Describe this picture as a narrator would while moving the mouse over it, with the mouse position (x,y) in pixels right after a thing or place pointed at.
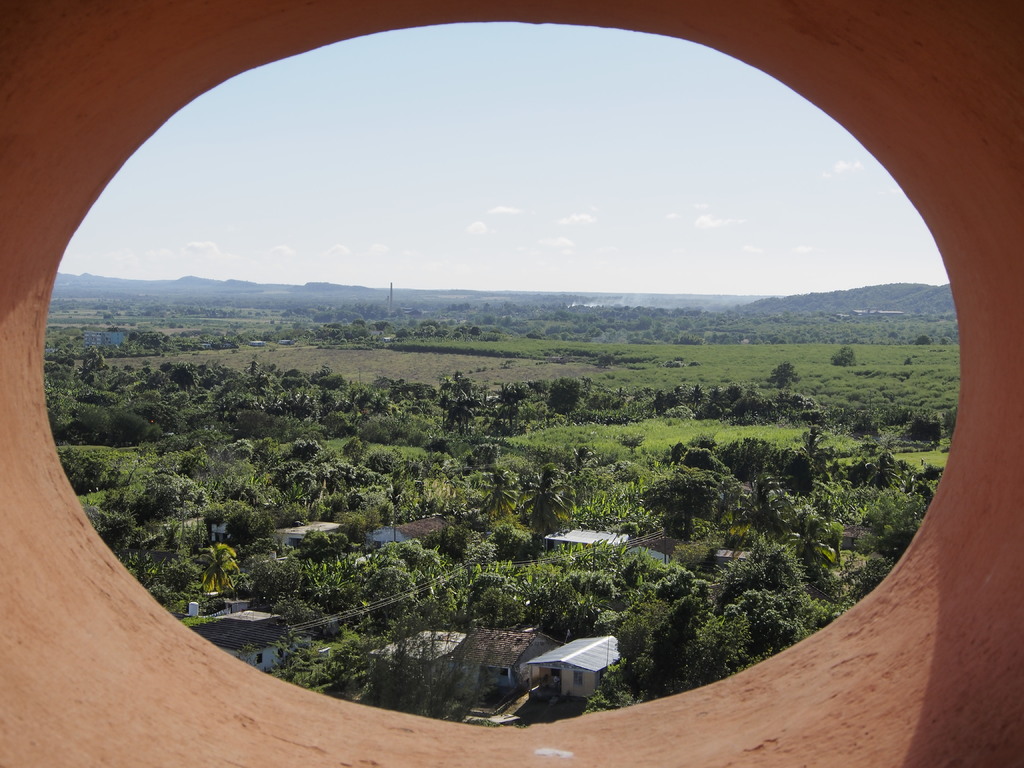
In this image I can see at the bottom (422,636) there are houses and trees (599,580). At the top (543,154) it is the sky (609,130).
